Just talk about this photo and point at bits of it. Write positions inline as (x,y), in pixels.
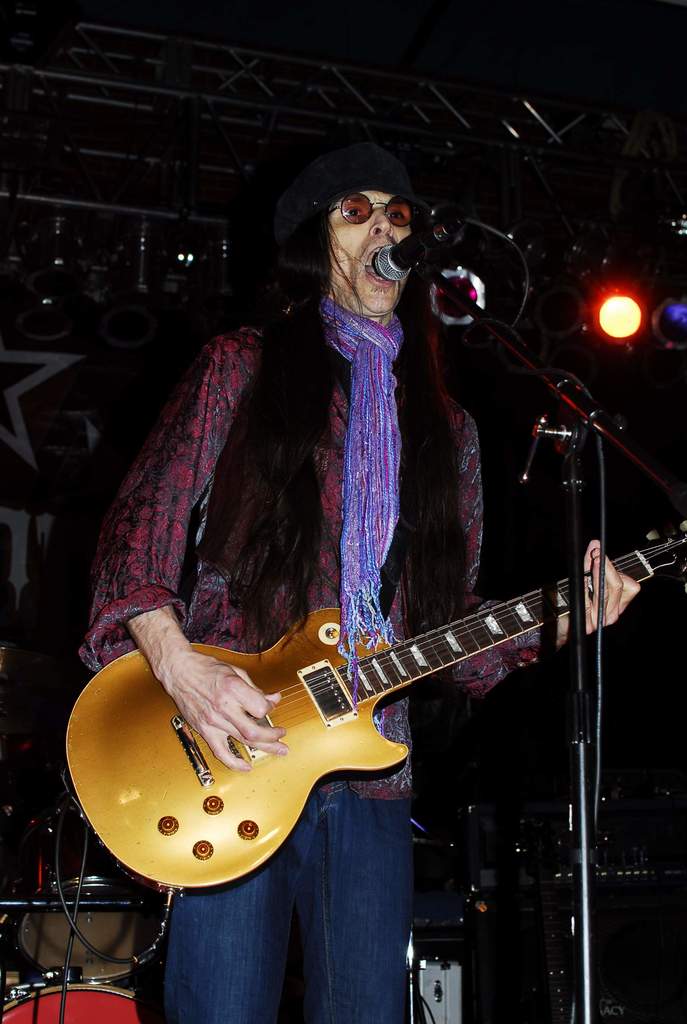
This image is clicked in a musical concert. There is light (675,320) on the top right corner (642,301), there is a mic (404,264) in the middle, there is a person (199,393) here Standing and playing guitar (178,888) there are drums (46,705) on the left side (68,1002) bottom corner. This person (185,414) is wearing a scarf (381,625) blue color jeans (339,796) and maroon color shirt (150,475). He is also wearing specs (373,215).
